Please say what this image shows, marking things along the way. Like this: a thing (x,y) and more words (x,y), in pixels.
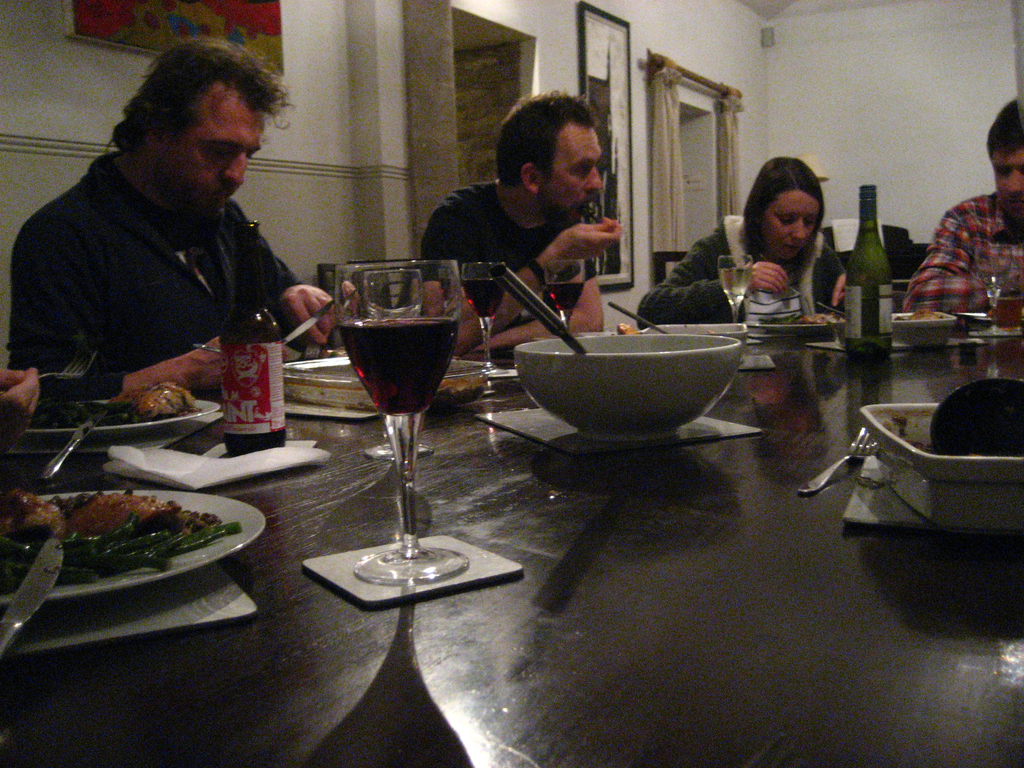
Picture is taken in a closed room (351,520) and the people (309,306) are sitting on the chairs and having their food (234,528) on the table (511,450). Where on the table (394,518) there are cups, spoons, glasses (738,280), bottles (225,371) and knives (8,631), tissues (213,464). Behind the people (542,267) there is a wall (343,67) and painting (243,35) on the wall (391,80) and in the middle of the picture (650,302) there is a woman (712,294) wearing green coat (716,258) behind her there are curtains (670,178) on the wall (640,57) and the painting (585,3) on the wall (637,39) and at the right corner of the picture (980,208) the person (979,235) is wearing a shirt (963,300) and in the left corner of the picture (126,295) the person (52,299) is wearing a black t-shirt (84,309).
